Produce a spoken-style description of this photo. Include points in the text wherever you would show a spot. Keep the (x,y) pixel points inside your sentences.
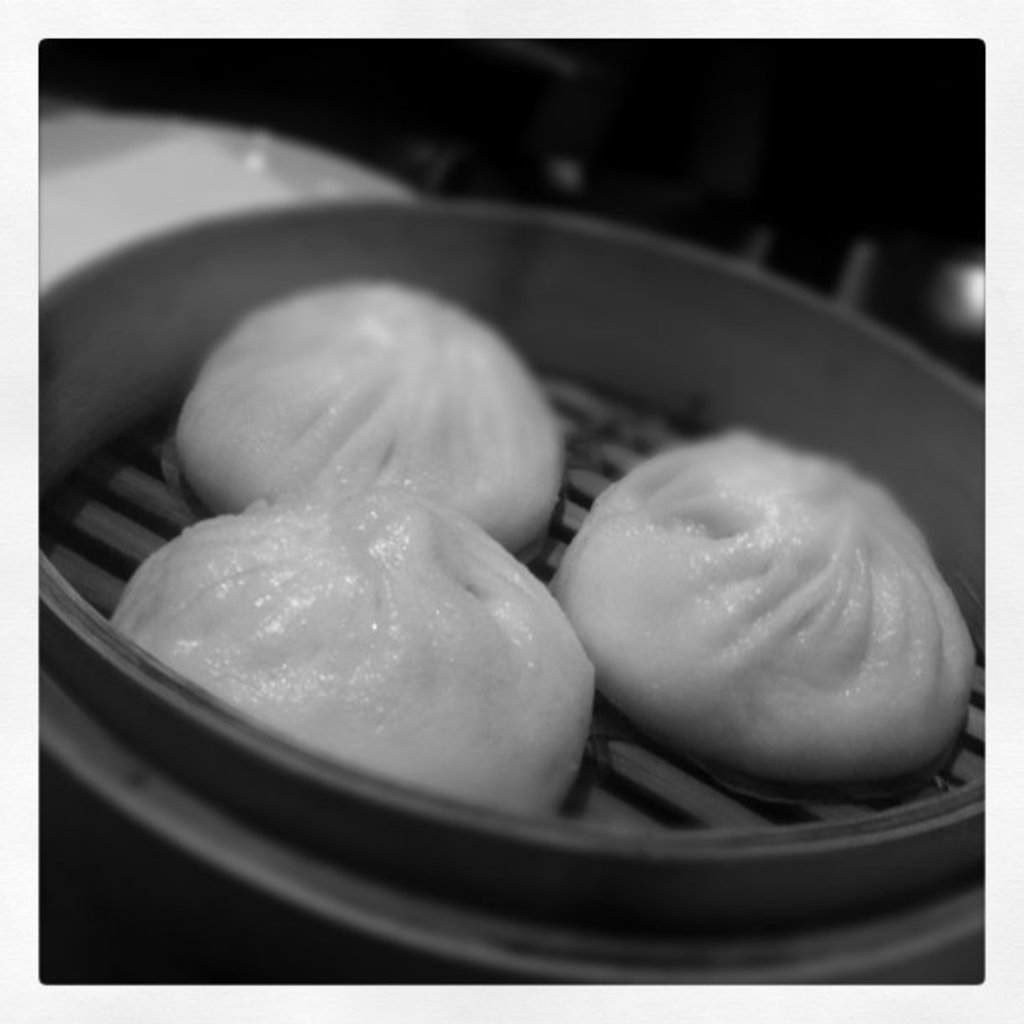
There is something in the container (645,884).
